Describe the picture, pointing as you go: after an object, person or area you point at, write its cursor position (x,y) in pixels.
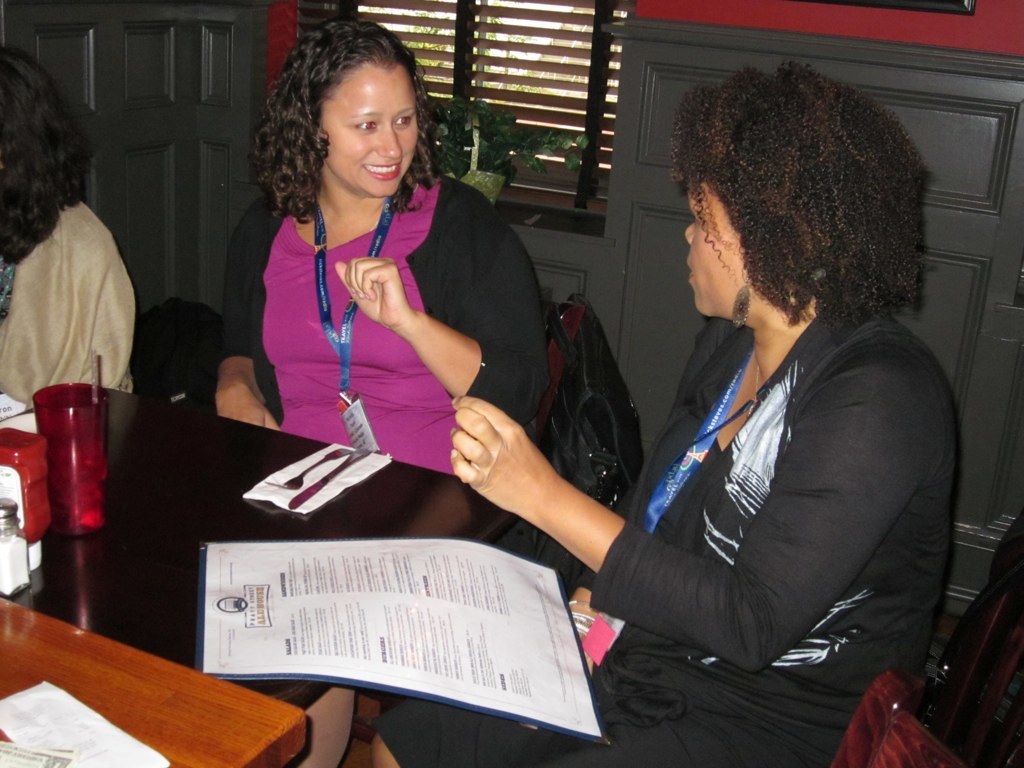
In this image we can see a woman (692,369) sitting on a chair (887,710) and she is on the right side (771,171). Here we can see the tag (703,459) on her neck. Here we can see another woman (416,220) sitting on a chair (551,345) and she is on the left side (309,362). She is smiling. This is a table (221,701) where a sheet of paper (220,622), glasses (86,494), tissue (311,507) and fork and knife (309,494) are kept on it. Here we can see another woman (68,171) on the top left side (74,181) though her face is not visible. Here we can see the handbags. This is looking like a wooden wall (949,201). Here we can see the window (549,92).
